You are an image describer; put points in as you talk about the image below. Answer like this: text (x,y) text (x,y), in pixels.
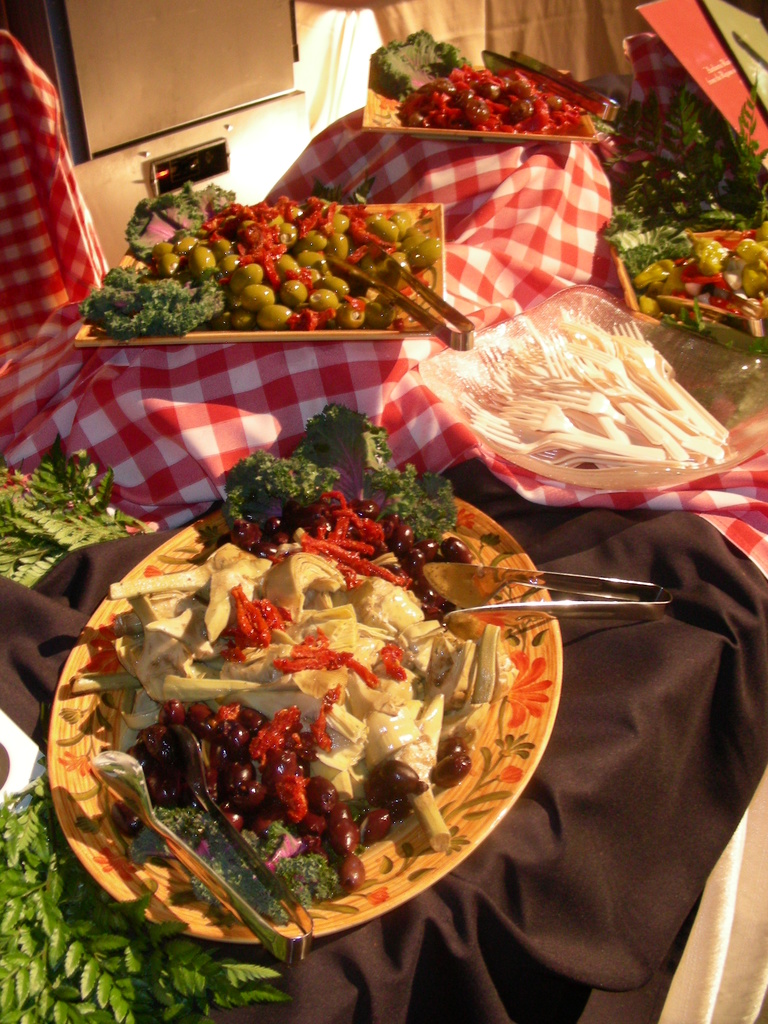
There are vegetables (327,513) and fruits (348,214) arranged on the plates (360,729). These plates (725,230) are arranged on the table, on which there are cloths (719,509). In the background (317,93), there is a light (277,140).
